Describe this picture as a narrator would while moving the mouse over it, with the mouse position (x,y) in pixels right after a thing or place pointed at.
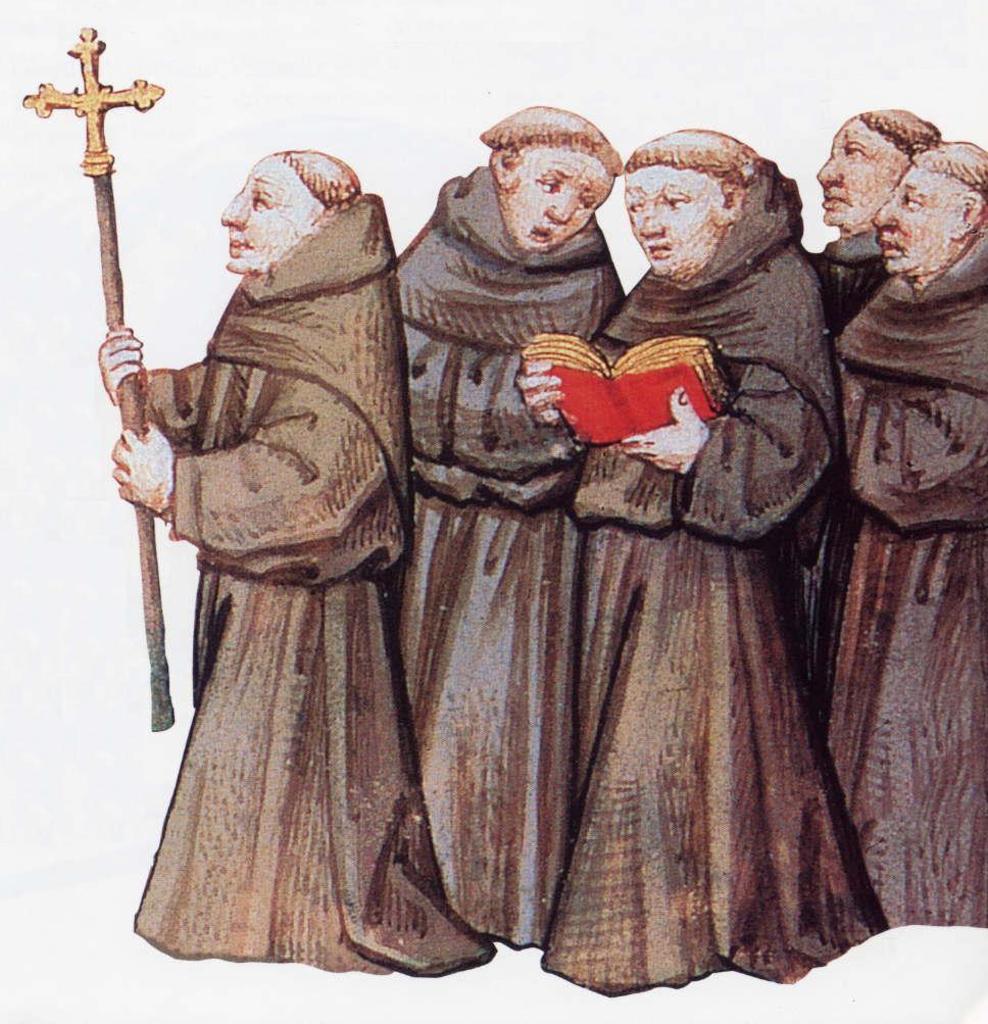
This is a picture of the painting. Here, we see five monks (497,461) who are wearing brown robes (262,563) are standing. The monk (300,539) on the left side (327,607) is holding a stick (133,382) in his hand (119,372). Behind him, we see the monk (623,319) is holding a red book (646,385) in his hands (547,364). In the background (403,112), it is white in color.
